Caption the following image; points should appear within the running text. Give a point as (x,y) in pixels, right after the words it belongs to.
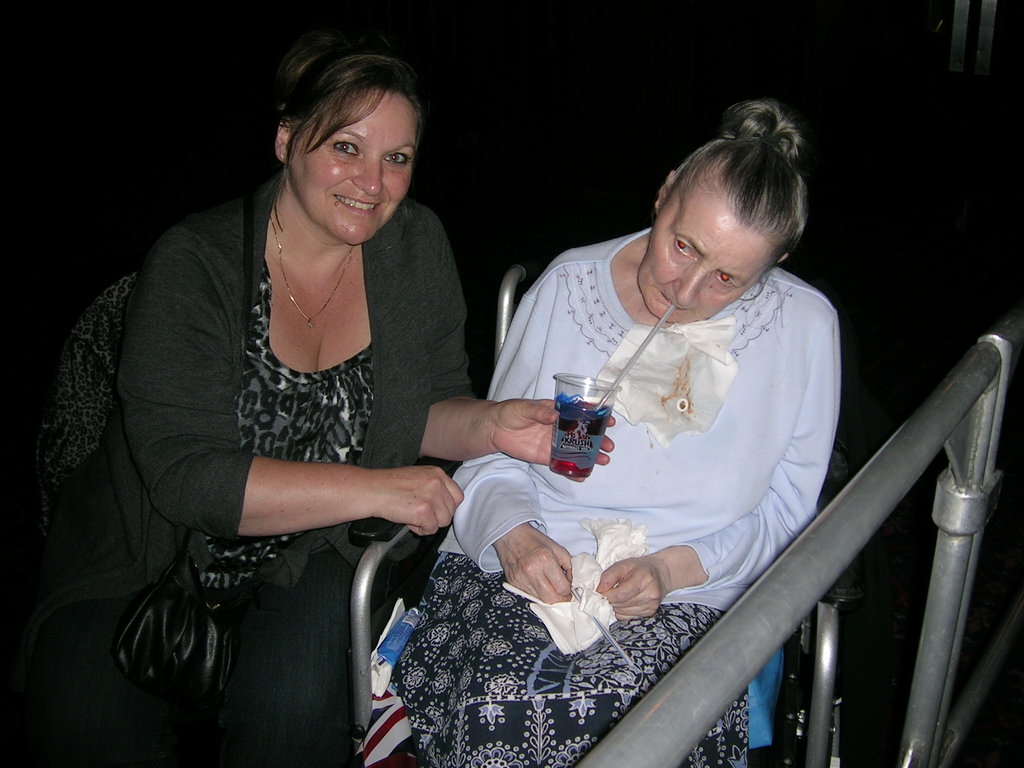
In this image I see 2 women (439,229) and both of them are sitting on chairs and I see that this woman (254,284) is smiling and I can also see that she is holding a glass (575,417) in her hand (539,423) and I see a straw (646,337) in this woman mouth (673,297) and I see the white tissues (590,572) and another straw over here and I see the silver color rods (836,550) over here and it is dark in the background (512,56).
